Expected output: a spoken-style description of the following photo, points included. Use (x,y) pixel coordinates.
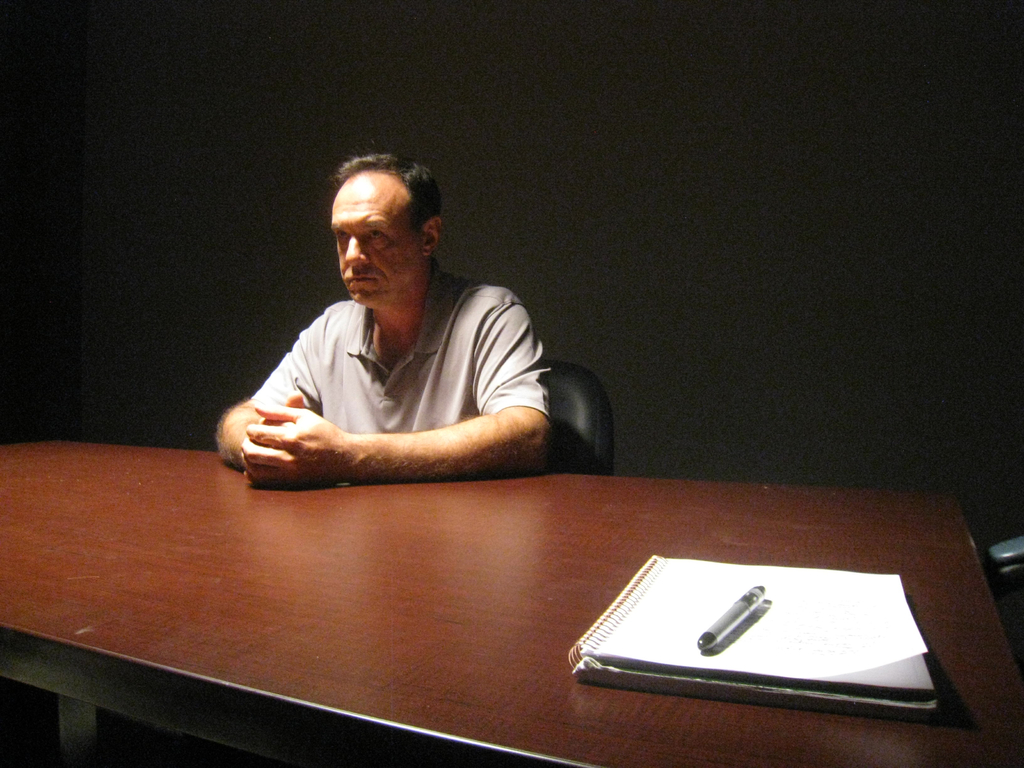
In the center (509,345) we can see one person (510,393) sitting on the chair (554,428) around the table (253,609). On table (430,621), we can see book (690,683) and pen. In the background (719,174) there is a wall (685,178).
